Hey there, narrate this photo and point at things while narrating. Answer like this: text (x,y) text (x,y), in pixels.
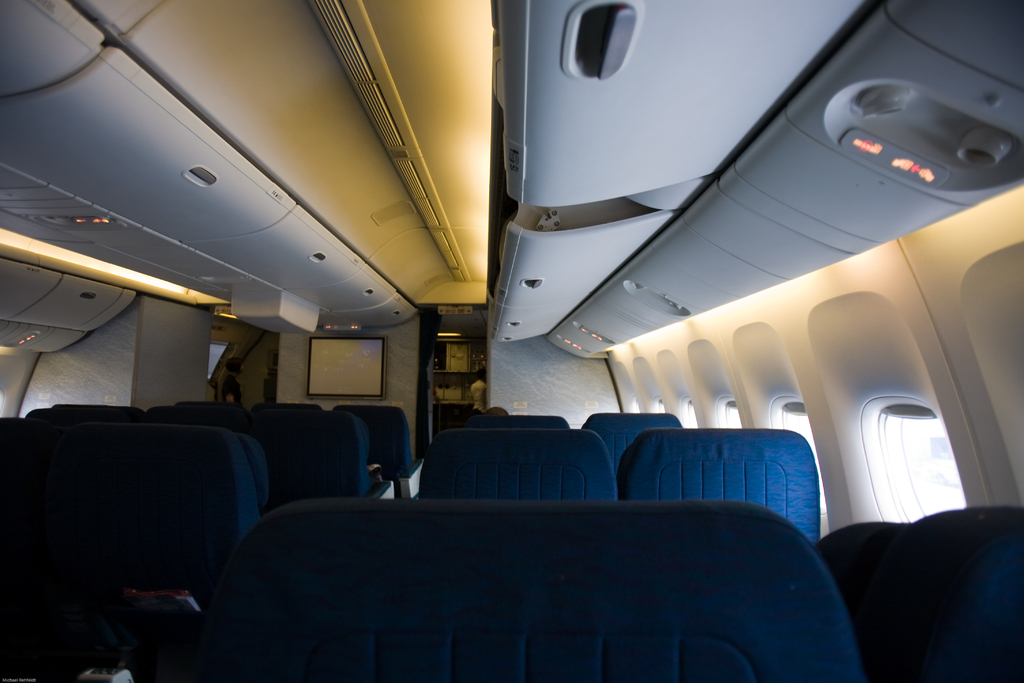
This image might be taken in aeroplane (290,382). In this image we can see seats (360,437), windows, air conditioners (995,138) and screen (341,358).
